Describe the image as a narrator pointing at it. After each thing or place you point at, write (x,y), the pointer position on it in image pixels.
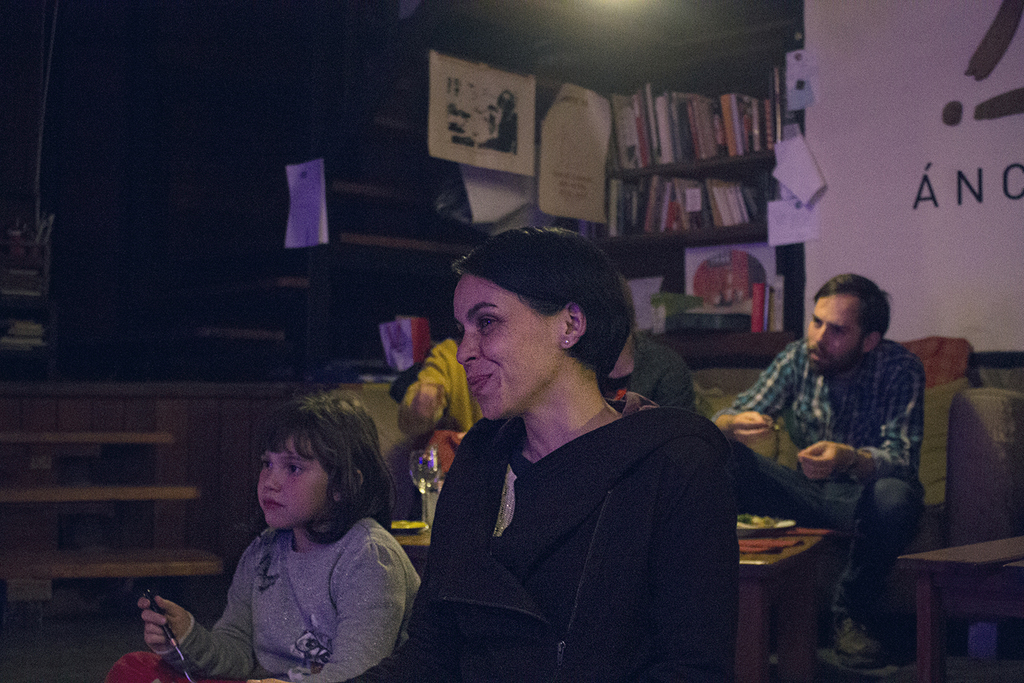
In this image there are a few people (518,524) sitting with a smile on their face (284,502) and looking at the left side of the image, in between them there is a table (741,533) with some stuff (765,543) on it. In the background (612,205) there is a rack (612,205) stored with books (655,202) and a wall (924,199).
